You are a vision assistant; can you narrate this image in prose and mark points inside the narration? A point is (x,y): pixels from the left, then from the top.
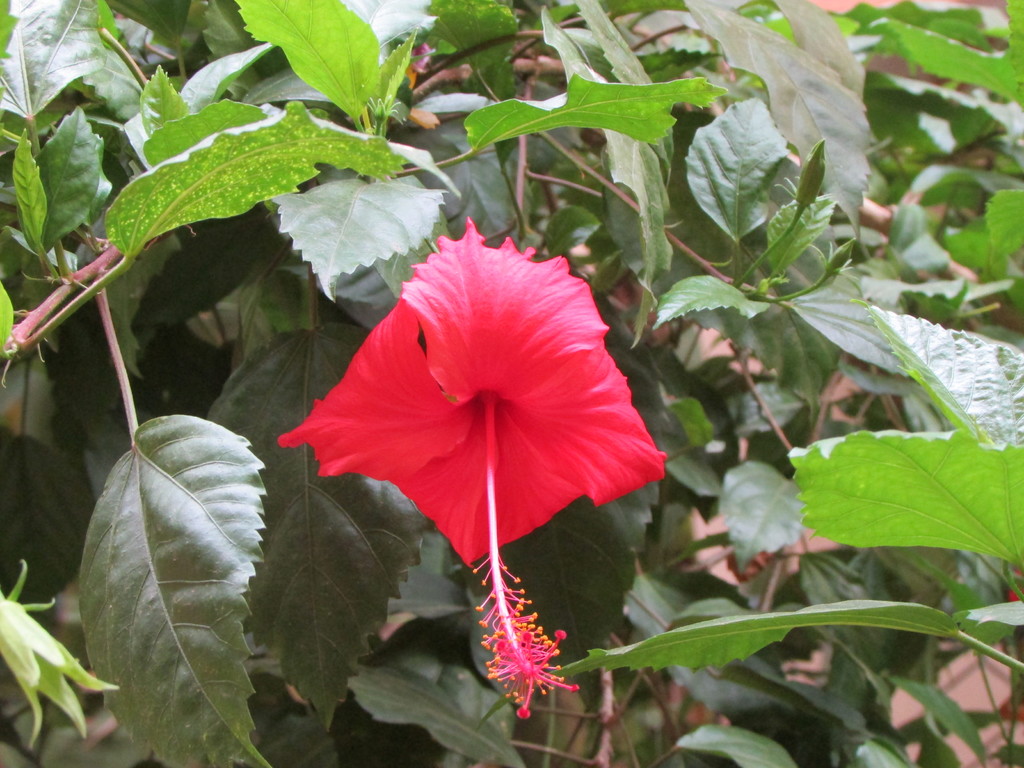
In the picture there is a flower (466,472) and there are leaves (66,391).
